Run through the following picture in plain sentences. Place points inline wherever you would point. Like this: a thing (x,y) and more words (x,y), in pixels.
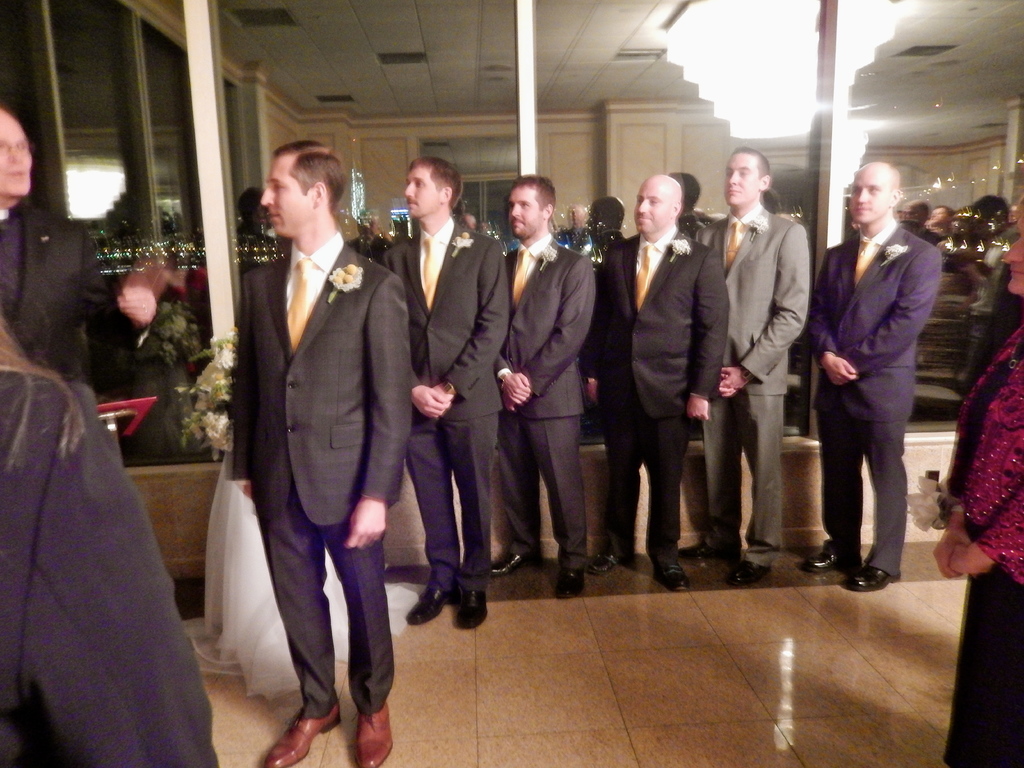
In this image there are group of men (723,321) standing, there are two persons (42,313) towards the left of the image (53,427), there is a woman (1008,494) towards the right of the image (1011,501), there is a cloth (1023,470), there is a plant (219,370), there is floor (681,678) towards the bottom of the image (600,699), there are glass windows (569,45) towards the top of the image (760,43), there is a light (770,70).
